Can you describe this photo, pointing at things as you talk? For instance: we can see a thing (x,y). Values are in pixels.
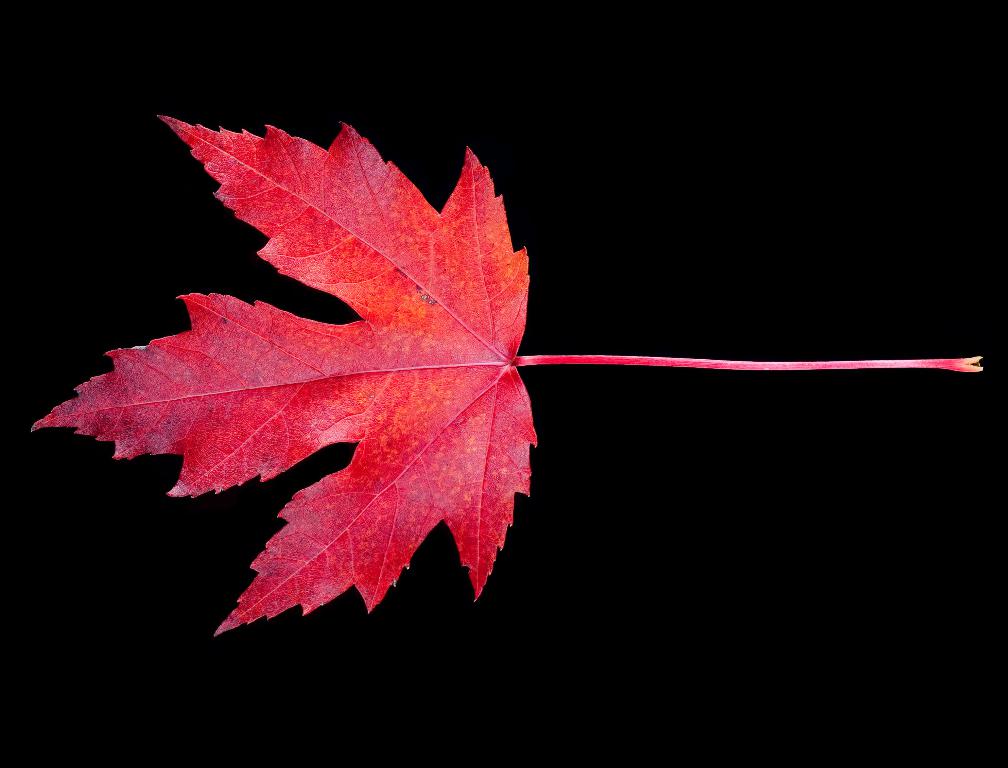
In this image there is a leaf (432,386). The background (109,643) is dark.
